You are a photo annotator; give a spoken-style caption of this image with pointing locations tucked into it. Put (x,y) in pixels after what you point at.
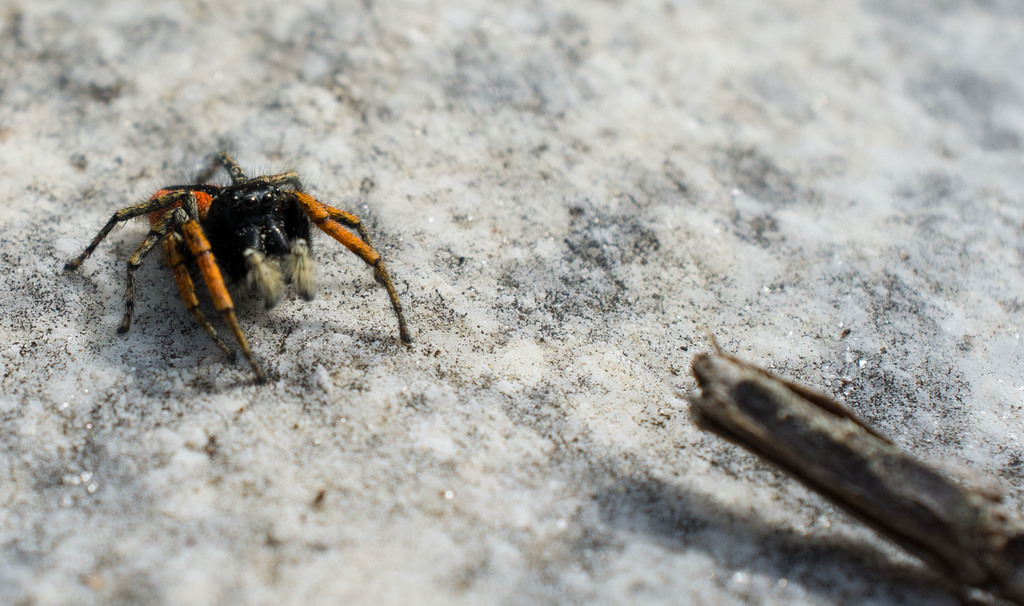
In this picture there is one spider (282,267). At the bottom (791,417) there is a stick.
